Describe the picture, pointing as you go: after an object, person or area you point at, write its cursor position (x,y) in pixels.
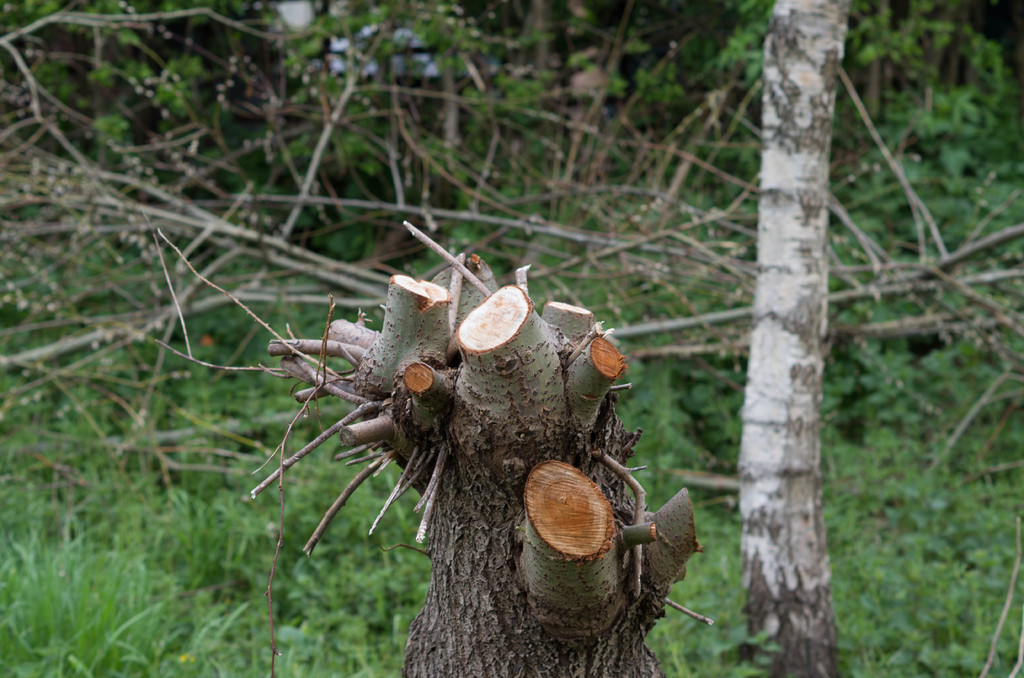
There is a stem (667,525) of a tree (611,522) as we can see at the bottom of this image (607,539) and it seems like there are some plants (530,170) in the background (255,552).
